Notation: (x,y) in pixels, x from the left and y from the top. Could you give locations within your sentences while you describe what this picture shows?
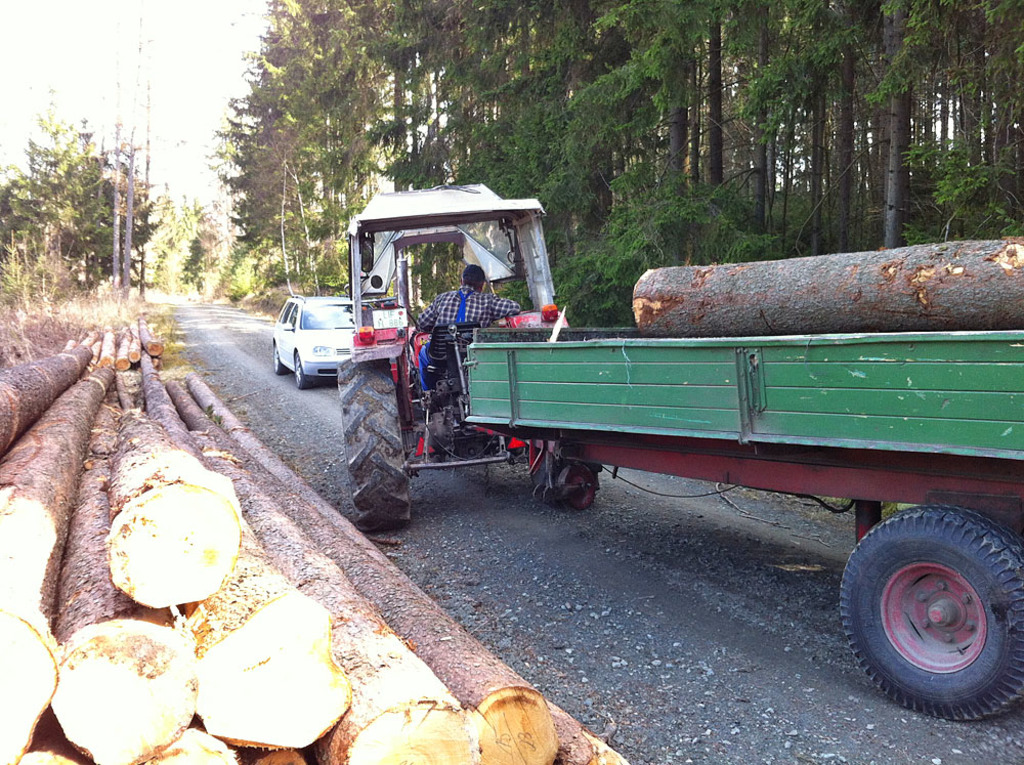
This picture might be taken from outside of the city. In this image, on the right side (823,85), we can see some trees (816,45). On the left side (136,596), we can see some wooden trunk (104,500), trees (70,205). In the middle of the image (650,461), we can see a vehicle (399,332) which is placed on the road (614,585), in the vehicle (473,381), we can see a man (459,312) driving the vehicle (472,357), we can also see a wooden trunk (962,317) in the vehicle (862,452). In the background (325,321), we can also see a car (330,336) which is placed on the road (258,328), trees (211,214). On the top (182,82), we can see a sky (184,81), at the bottom (419,511) there is a road (592,619) and a grass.
